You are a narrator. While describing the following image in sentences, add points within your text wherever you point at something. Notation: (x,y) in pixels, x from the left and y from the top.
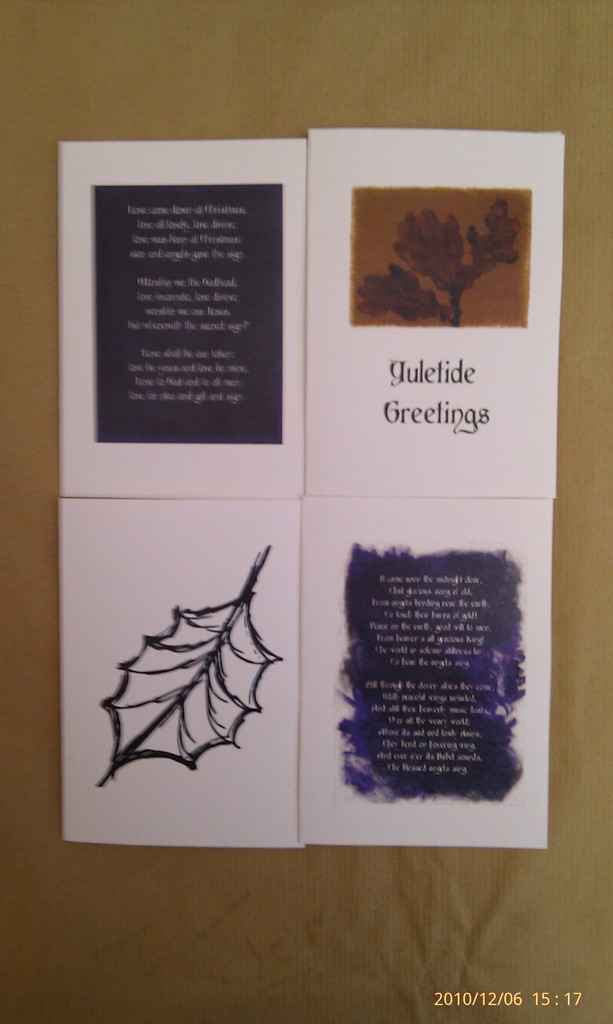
In the foreground of this image (324,542), there are four papers (240,414) pasted on a brown surface (303,950).
